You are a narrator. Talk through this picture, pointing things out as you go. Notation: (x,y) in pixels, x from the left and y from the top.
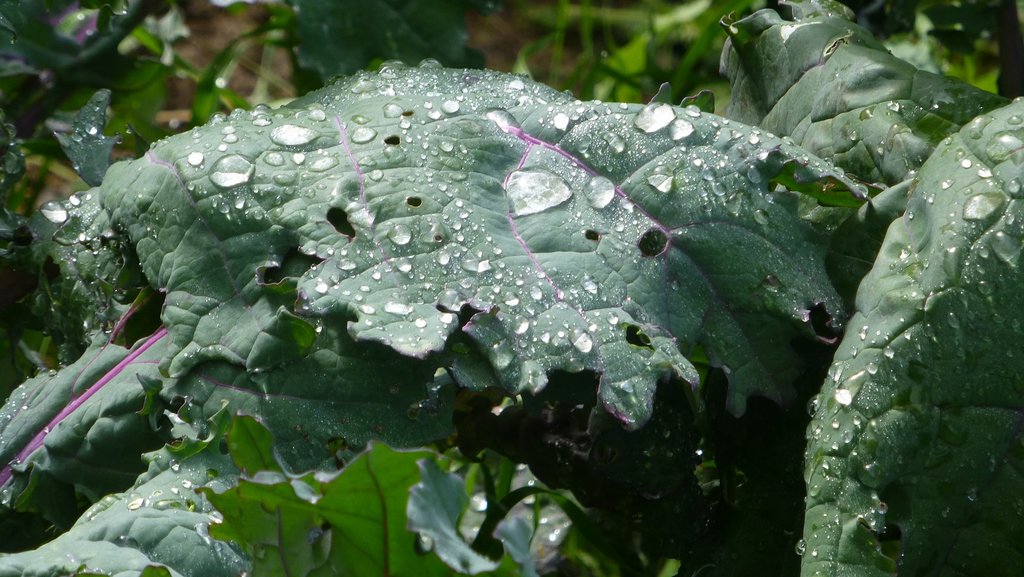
In this image, we can see water drops (559,183) on the leaves (413,189).
